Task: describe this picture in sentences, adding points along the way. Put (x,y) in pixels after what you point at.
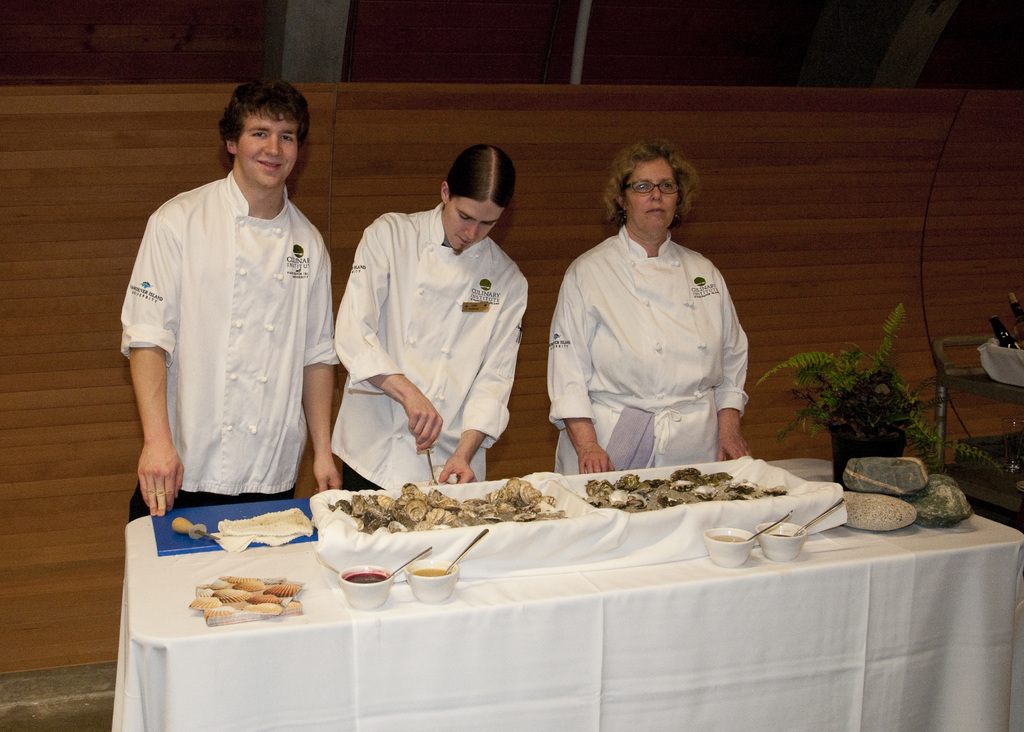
In this image, I can see three people (365,329) standing. This is a table (252,671), which is covered with a white cloth (851,597). I can see a cutting board (210,544), knife (204,530), bowls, trays (644,554) with food items (630,492), flower pot (884,451) and few other objects (228,582) on the table (506,642). On the right side of the image (998,336), I can see the bottles (1008,347), which are kept in a tray (990,376). I think this is the wooden wall (161,118).
